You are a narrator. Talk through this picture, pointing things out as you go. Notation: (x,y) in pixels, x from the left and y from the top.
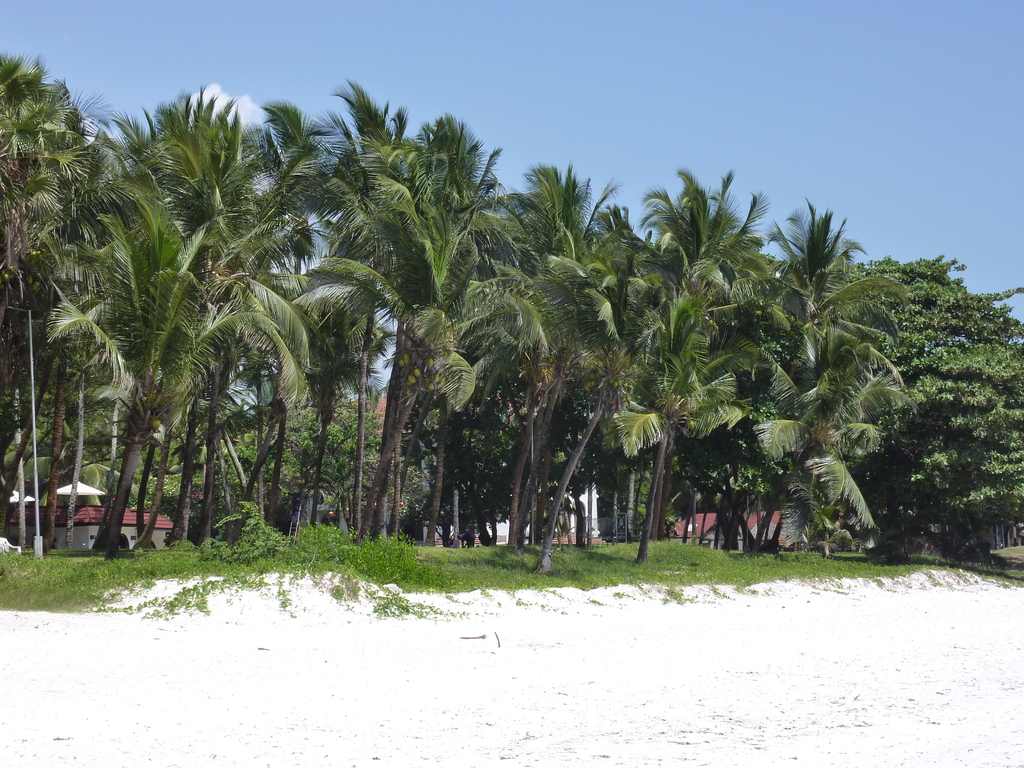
In this picture we can see the trees (433,439), houses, roofs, pole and plants (533,549). At the bottom of the image (522,589) we can see the sand (483,681). At the top of the image (932,132) we can see the clouds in the sky (479,101).
